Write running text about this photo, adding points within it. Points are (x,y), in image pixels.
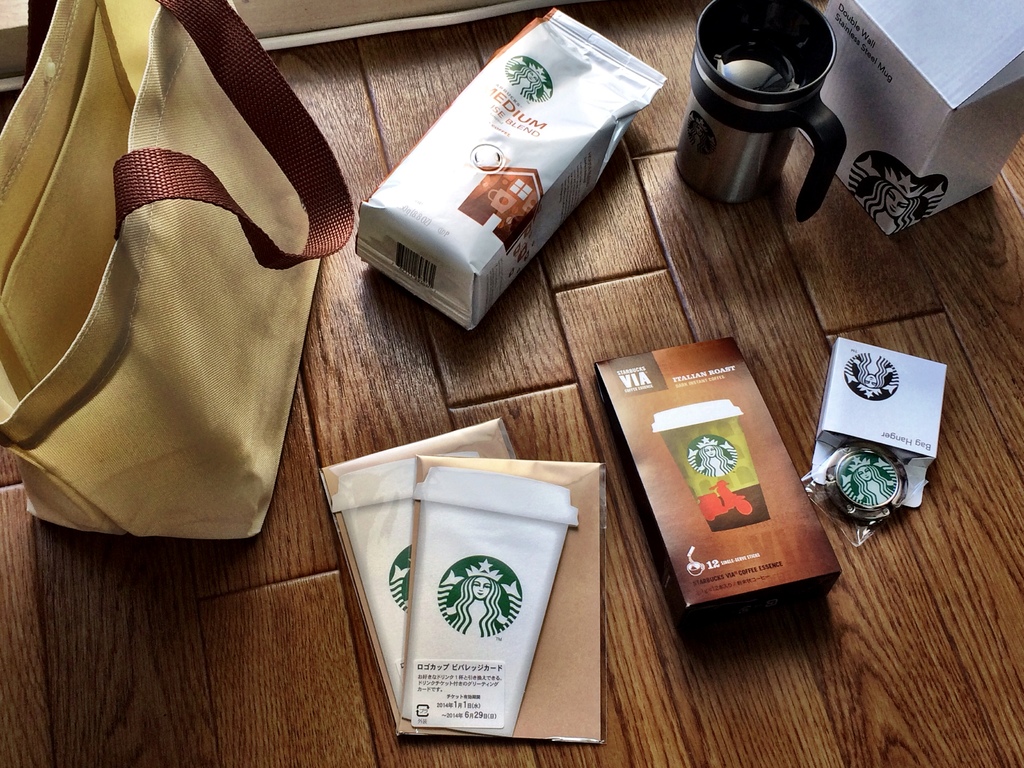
In this image I can see there is a bag (144,301), a card (496,492), box (680,441) and few other objects (401,264) on the floor (406,308).
